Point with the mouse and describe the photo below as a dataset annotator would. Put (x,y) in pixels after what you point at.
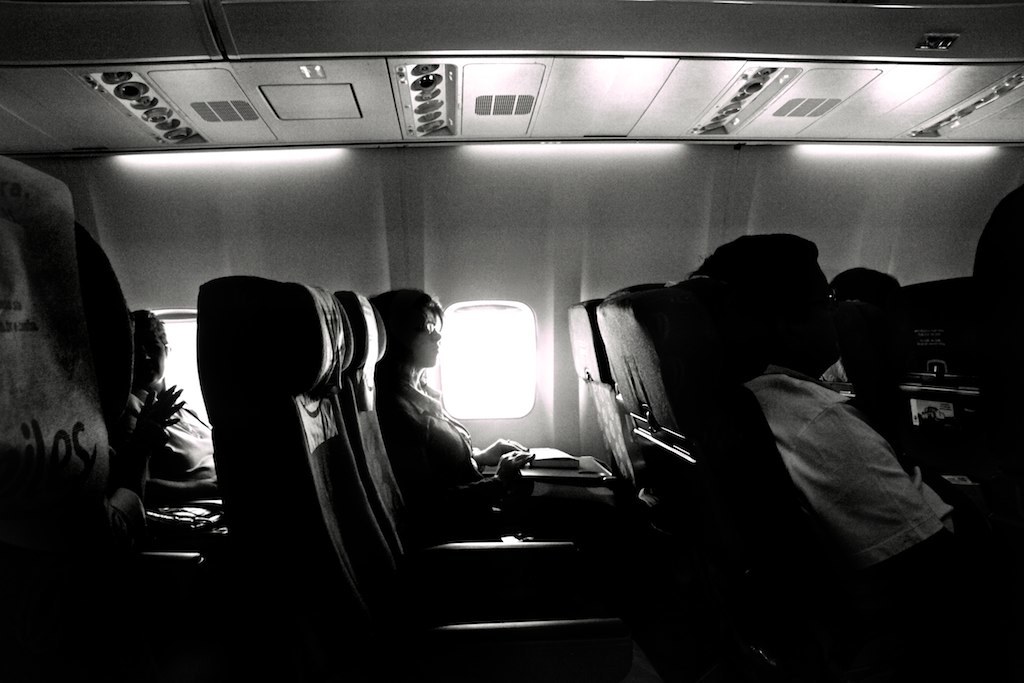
This image is a black and white image. This image is taken inside a flight (500,268). In this image there are a few empty seats (311,474) and a few people (789,389) are sitting in the seats (62,421). In the background (509,312) there are two windows (495,376). At the top of the image (269,79) there is a roof (561,78).
